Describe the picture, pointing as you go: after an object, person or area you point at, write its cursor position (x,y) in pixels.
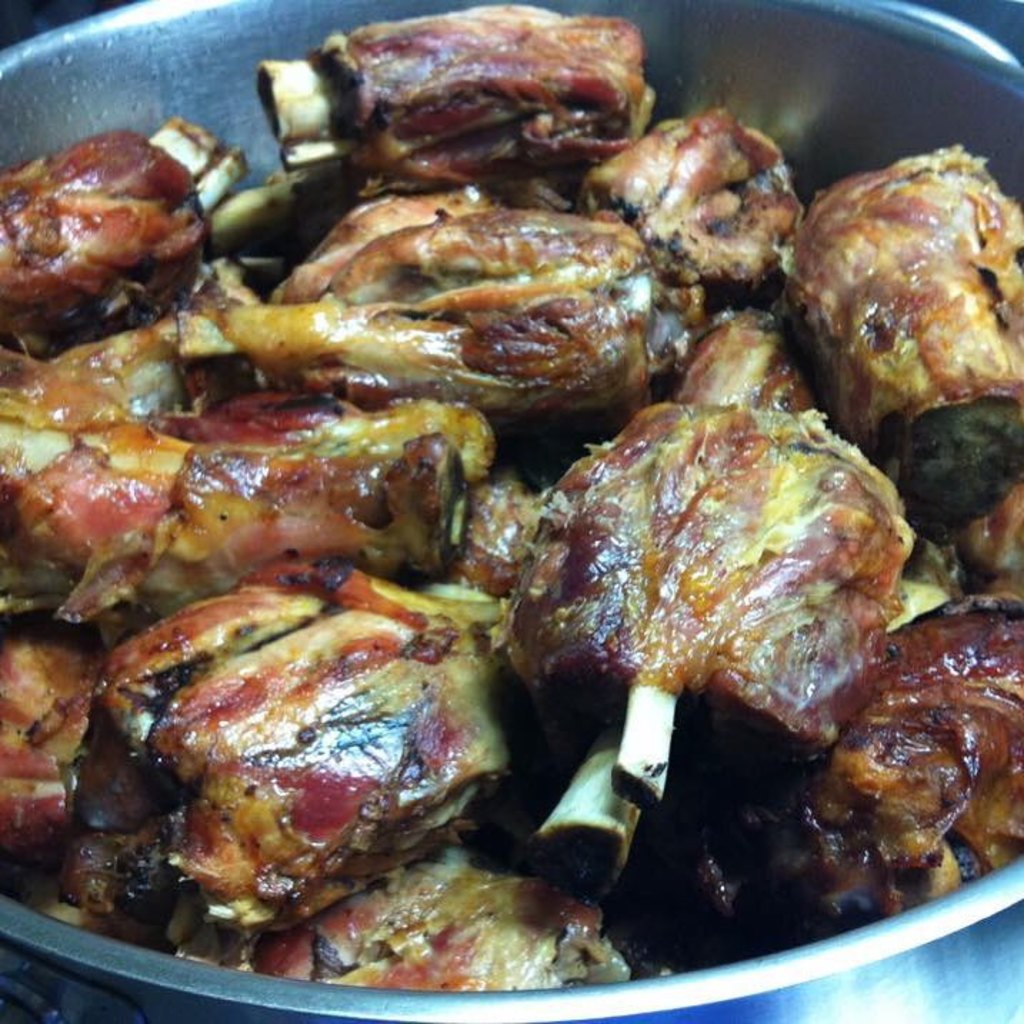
In this image, I can see a food item (761,462) in a bowl (778,74).
